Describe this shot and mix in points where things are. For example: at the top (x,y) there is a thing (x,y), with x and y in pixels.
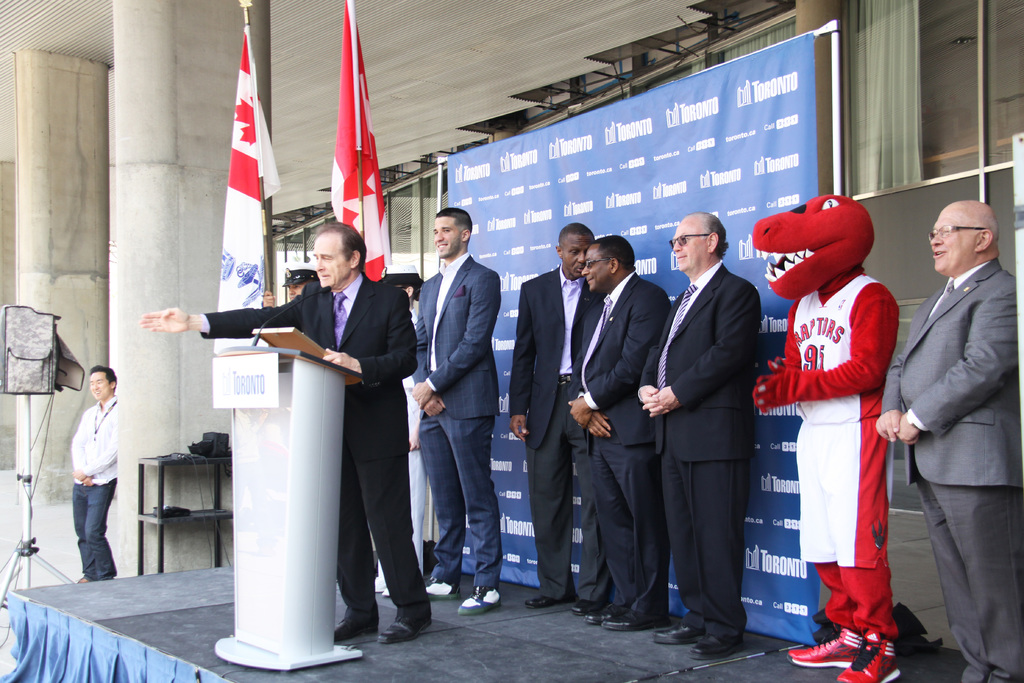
In this picture we can see a man (367,468) standing at a podium (249,502) and talking on the mic (279,317) and at the back of him we can see some people (808,413) standing on stage (465,627), flags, banner (735,137), curtains (866,174) and in the background (26,499) we can see a stand (23,511), table (172,471), pillar (138,285) and a man (109,374) standing and smiling and some objects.
